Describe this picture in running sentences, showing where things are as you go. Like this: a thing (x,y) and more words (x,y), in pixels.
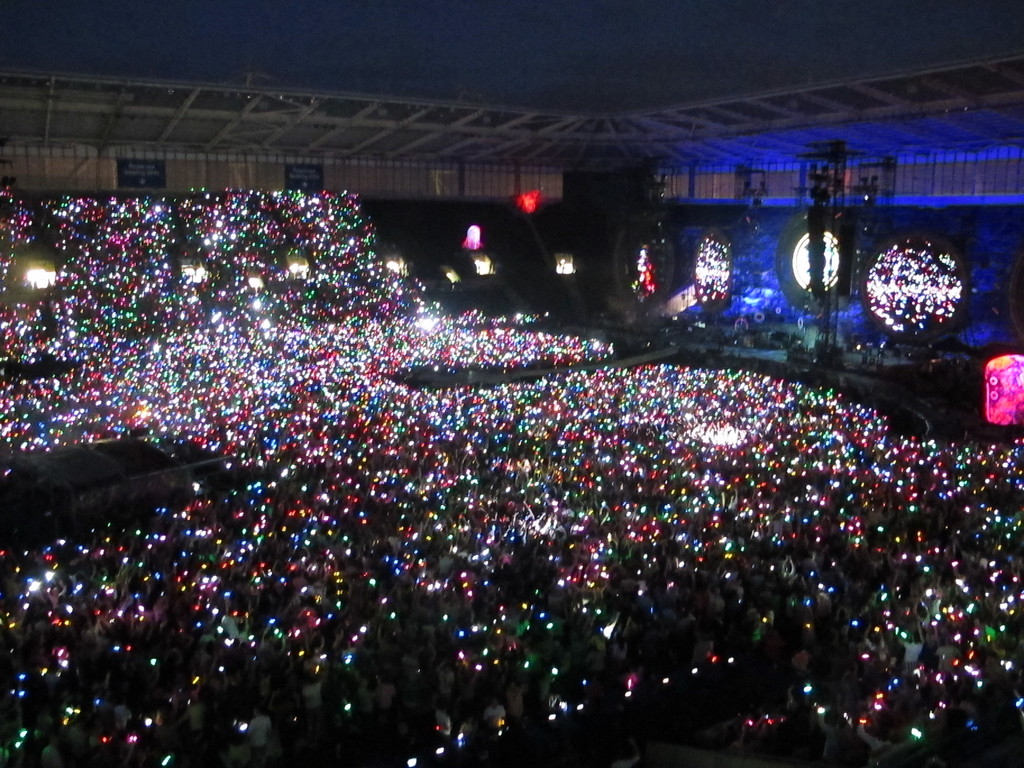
In the image there are many people (447,483) standing with lights (379,404) in their hands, it seems to be a concert, on the right side (980,281) it seems to be stage (698,282) and above its ceiling (51,100).
